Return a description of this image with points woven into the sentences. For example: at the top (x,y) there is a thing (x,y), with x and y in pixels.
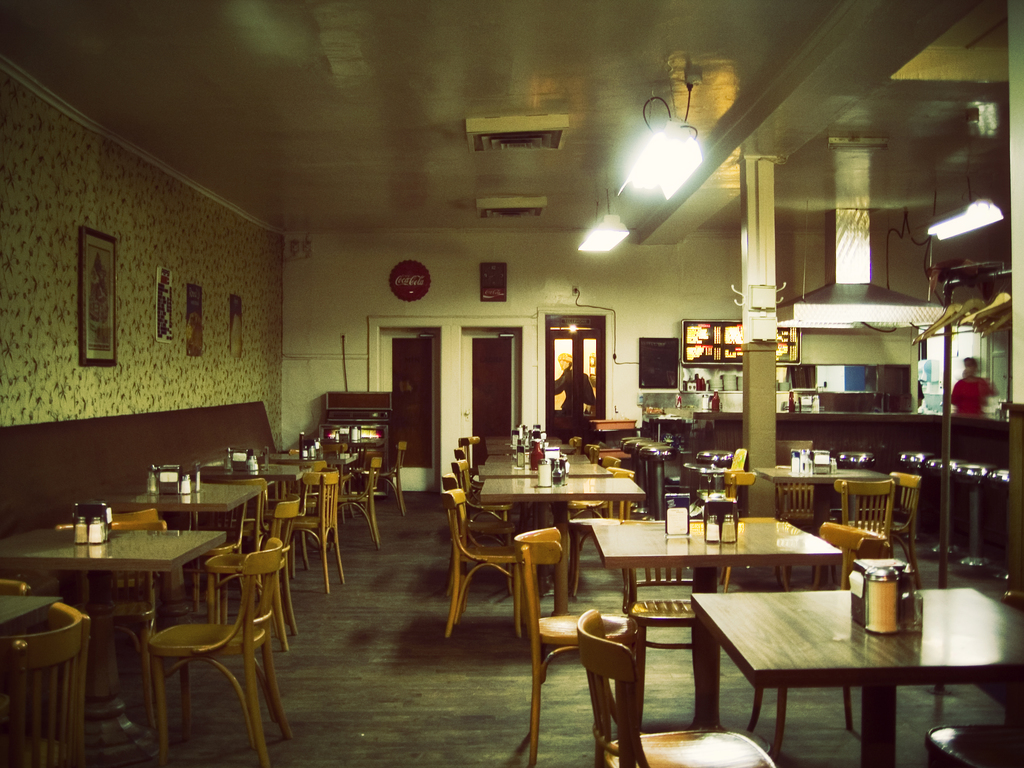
In this image I see number of tables (619,493) on which there are few things (684,521) and I see the chairs (81,764) and I can also see the stools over here and I see the floor (342,545). In the background (523,324) I see the wall (98,414) on which there are frames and I see a person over here and I see the lights (627,177) on the ceiling (970,52) and I can also see a door (590,346) over here and a person (571,384) behind it.
